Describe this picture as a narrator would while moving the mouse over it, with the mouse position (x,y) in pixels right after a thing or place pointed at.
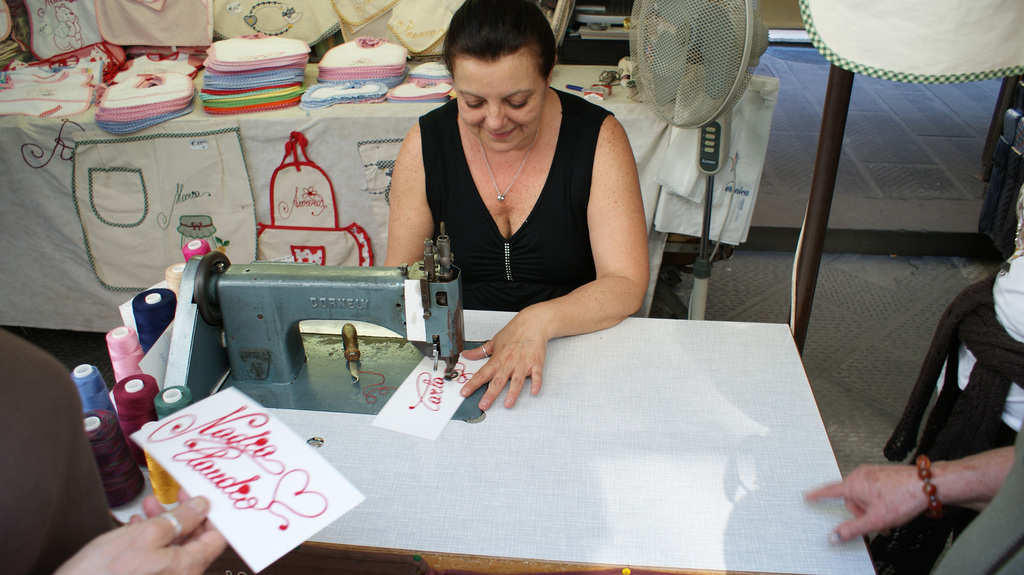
This picture describes about group of people (505,212), in the middle of the image (505,212), a woman (532,160) is seated on the chair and stitching with the help of stitching machine (327,343), besides to the stitching machine (181,309) we can see threads (121,388), and behind to her you can find some clothing (317,87) on the table (370,118) and also we can find a fan (705,95).
